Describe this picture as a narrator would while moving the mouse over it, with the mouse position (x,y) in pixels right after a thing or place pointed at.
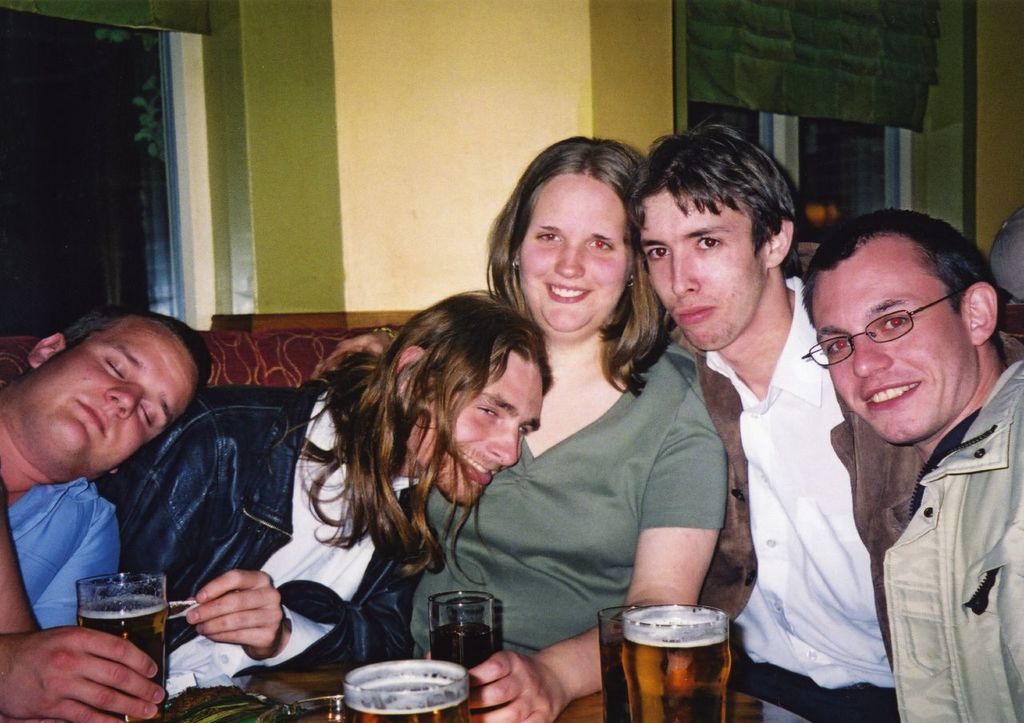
This picture shows a group of people (419,487) seated and we see few glasses (133,576) on the table (749,720).
